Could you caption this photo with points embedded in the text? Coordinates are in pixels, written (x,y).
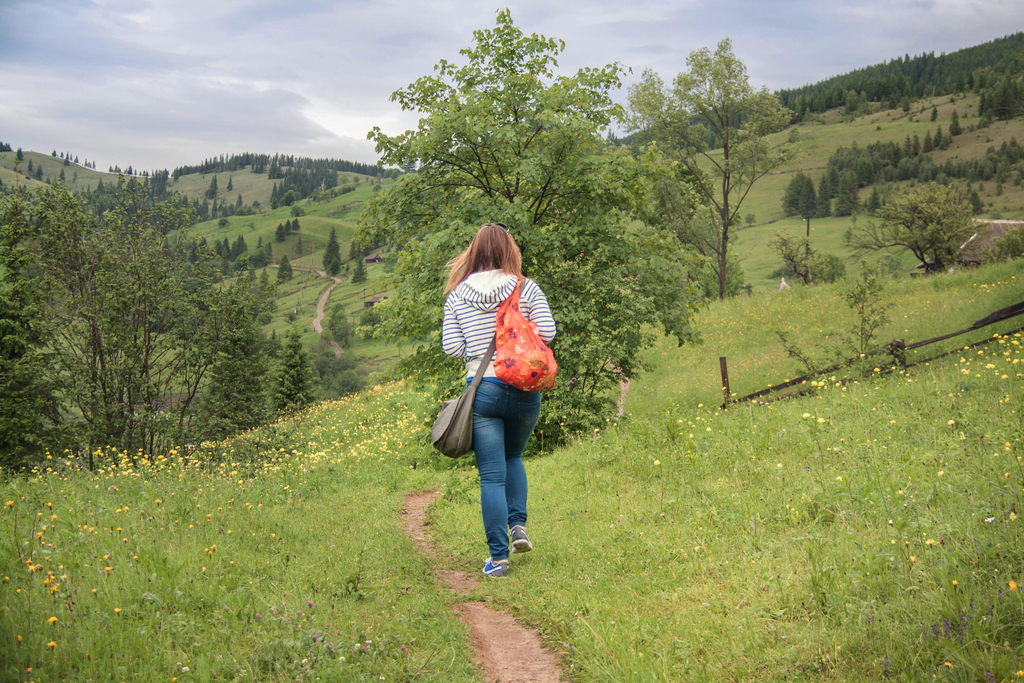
In this image there is a woman (506,416) wearing bags (514,350) and walking on a grassland (746,464), in the background (131,279) there are trees (154,275), mountains (223,177) and the sky (289,75).
